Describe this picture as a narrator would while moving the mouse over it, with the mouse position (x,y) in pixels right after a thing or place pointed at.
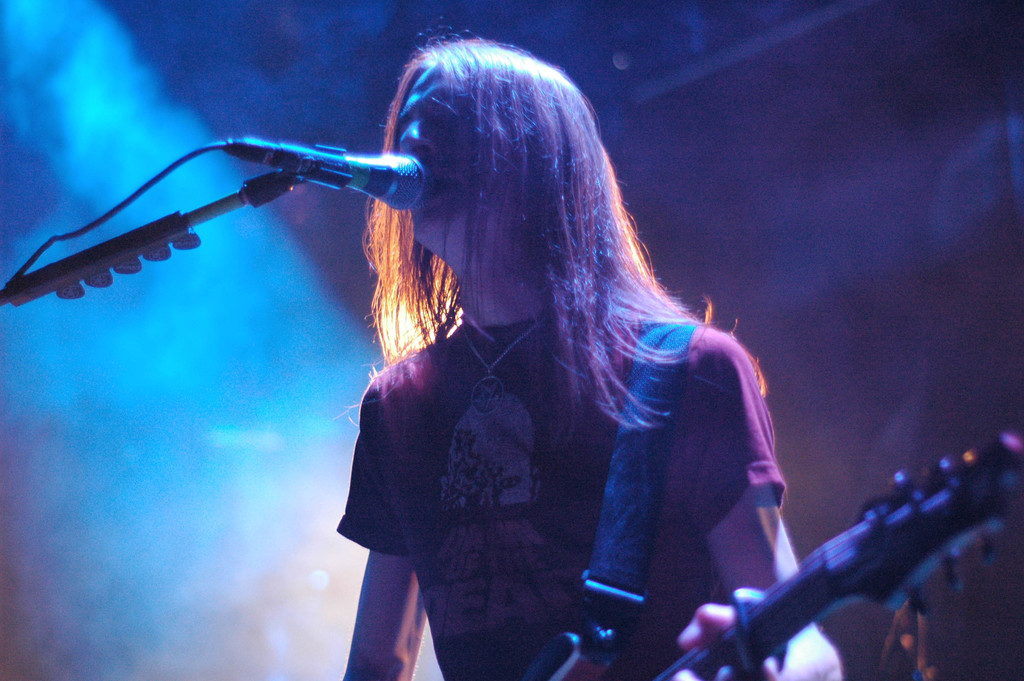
In this picture we can see a man (728,480) standing and holding a guitar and singing. There is a microphone (383,163) in front of him.
